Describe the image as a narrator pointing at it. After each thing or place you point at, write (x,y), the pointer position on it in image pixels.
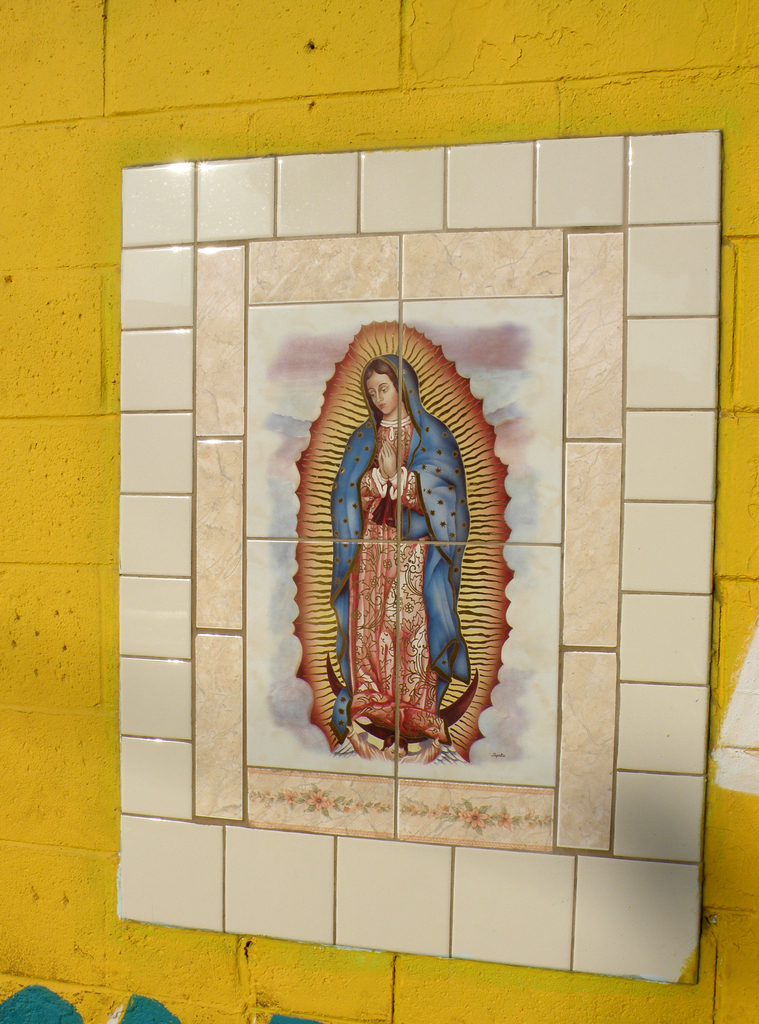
In this picture, we see four tiles (250,735) are combined to form the picture (360,538) of the woman (367,392). This wall (51,573) is in yellow color.
